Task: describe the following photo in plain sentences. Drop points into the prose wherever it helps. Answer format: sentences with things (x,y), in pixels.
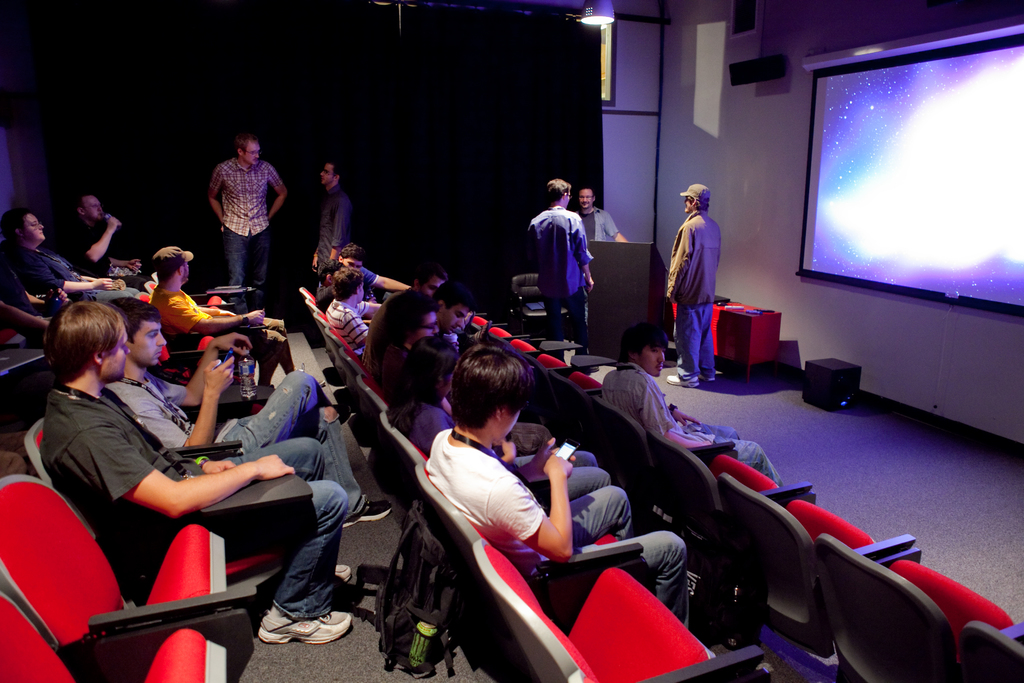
There are group of people (391,325) sitting on the chairs (602,614). This is the screen (820,271) with the display (885,135). I think this is the speaker (765,74) attached to the wall (826,33). This looks like a podium (622,276), which is black in color. I can see few people (709,244) standing. At the top (593,17), I can see the lamp (602,4). This is the black cloth (477,29) hanging to the hanger (461,5). I can see few empty chairs (53,534). This looks like a black color object (830,390), which is placed on the floor (819,432). I can see a table (759,336) covered with a red cloth (740,343) and few objects (743,311) are placed on it.
